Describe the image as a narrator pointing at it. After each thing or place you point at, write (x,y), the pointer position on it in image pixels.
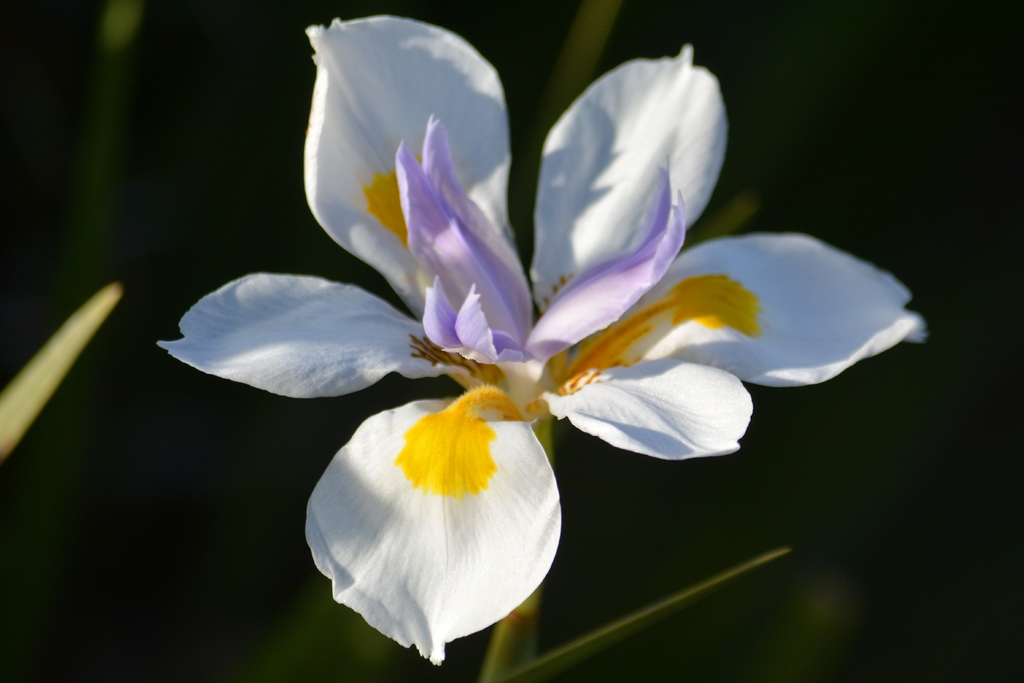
In this image I can see a white, yellow and purple color flower (502,409). Background (142,113) is in black color.
